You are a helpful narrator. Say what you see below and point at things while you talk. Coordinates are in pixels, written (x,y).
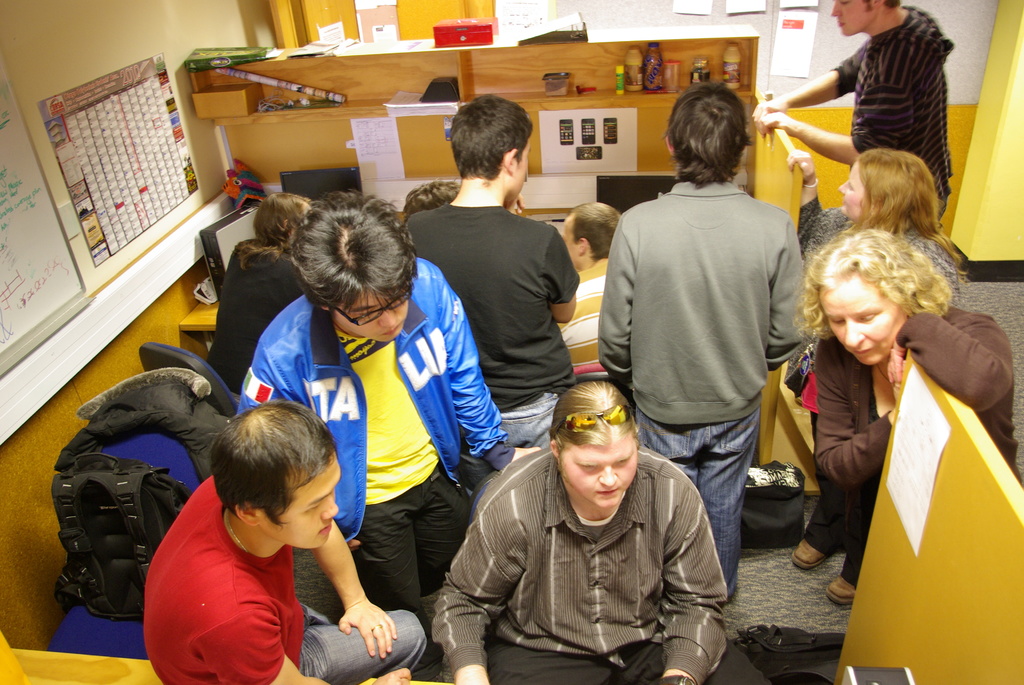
In this image there are group of persons (447,414) standing and sitting and there are posters (570,123) on the wall (57,47) and there is a table (551,209), on a table (560,232) there are monitors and there are objects (243,102) in the shelf (492,67).
